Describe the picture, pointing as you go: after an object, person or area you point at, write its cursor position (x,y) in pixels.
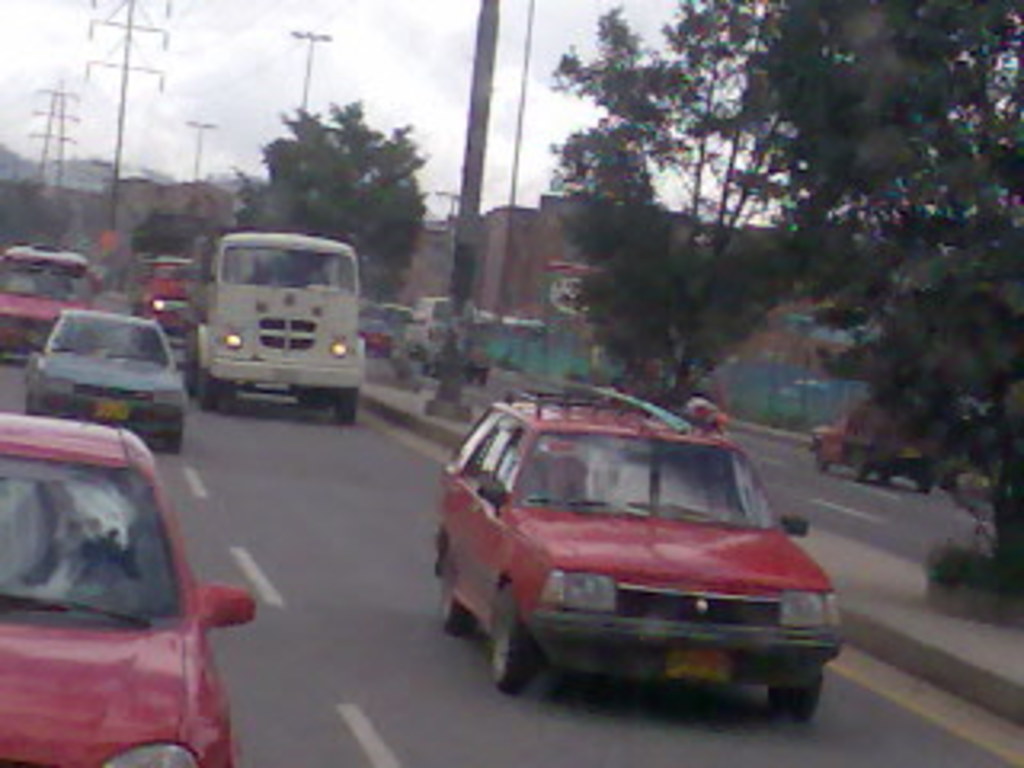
In this image there are cars (82,462) on the road (269,475). At the background (291,133) there are trees (314,163), towers (115,160), lights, buildings (447,235) and sky (458,55).
